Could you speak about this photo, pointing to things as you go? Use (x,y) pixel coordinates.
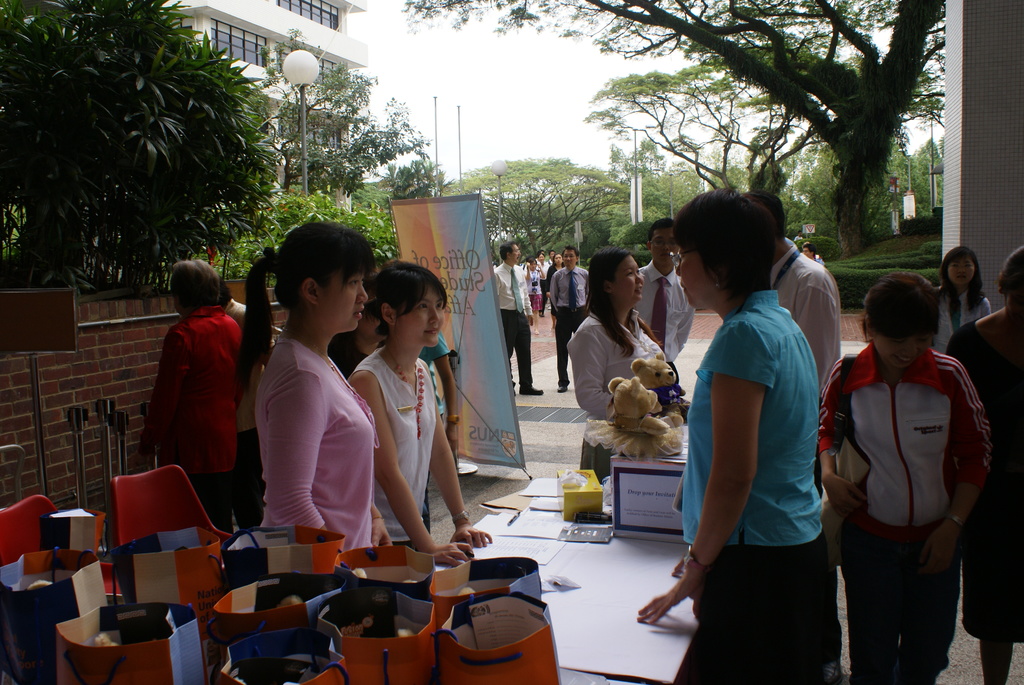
In the top left (324,47), building (273,63) is visible of white in color and sky (455,56) of white in color. In the middle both side, trees (820,156) are visible. At the bottom (810,485), group of people (733,425) standing and talking. At the bottom (122,532), two chairs (201,526) are visible of red in color and handbags (393,573) are visible. This image is taken outside a building (339,56) in day time.
